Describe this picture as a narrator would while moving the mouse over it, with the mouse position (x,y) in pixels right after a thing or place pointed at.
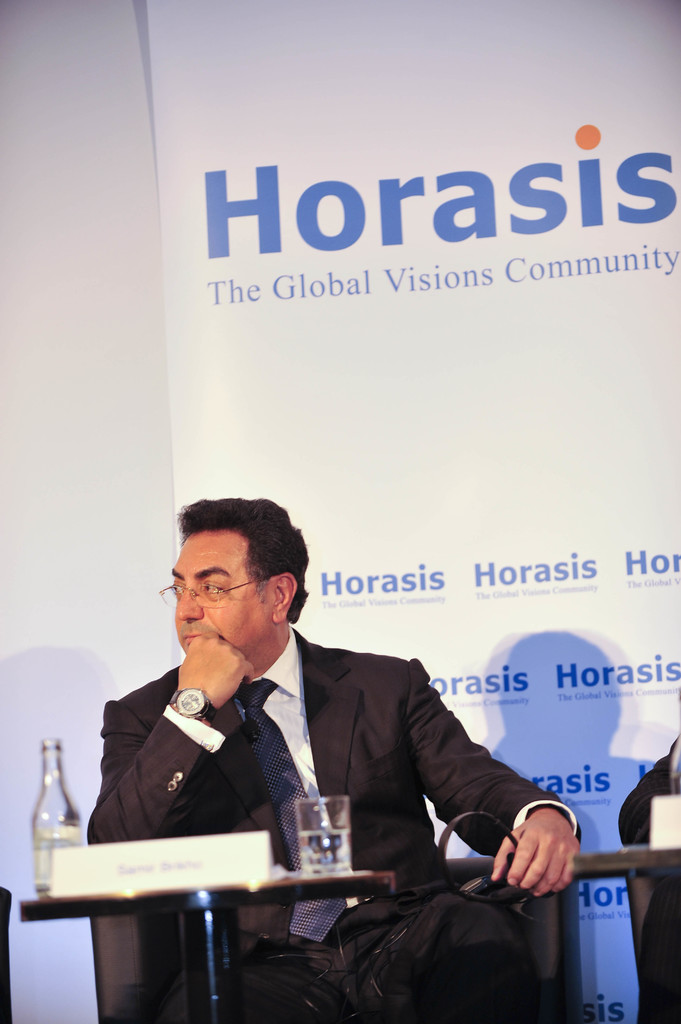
In this image I can see a person (395,810) sitting in front of the table (269,885). On the table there is a bottle (51,830) and the glass (314,837). In the background (305,107) there is a banner (256,264) attached to the wall (124,357).
